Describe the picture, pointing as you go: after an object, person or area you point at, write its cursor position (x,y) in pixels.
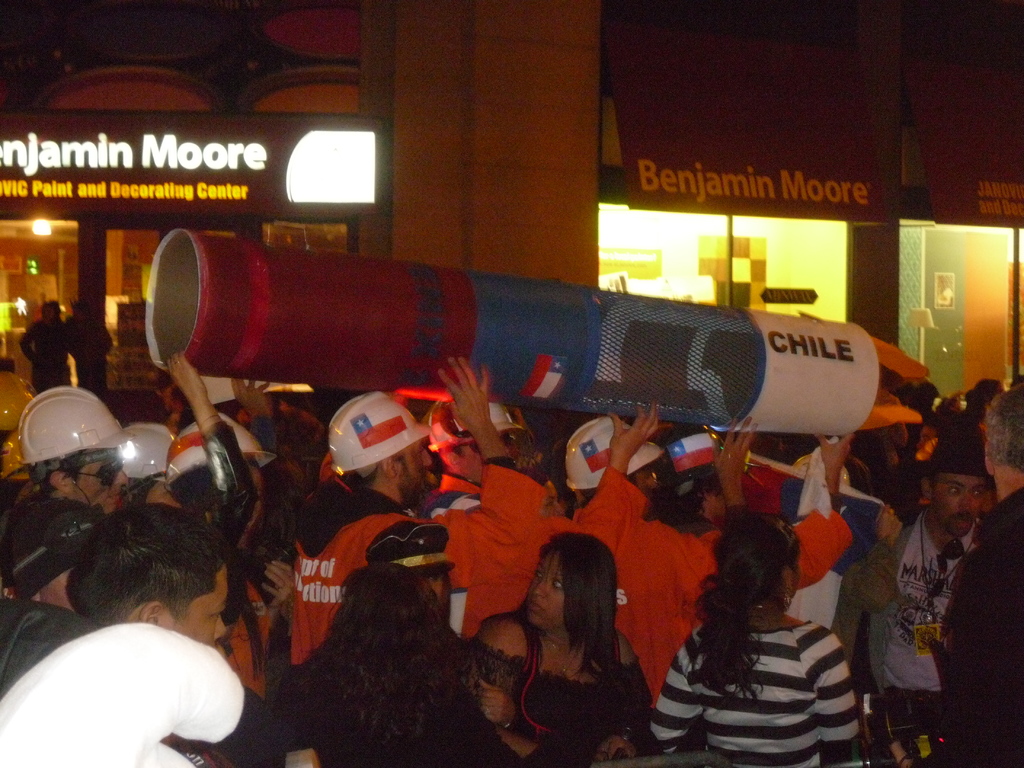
In the foreground of the picture (377,467) there are people (100,538), miners (337,435) and an object (394,360). In the background (409,215) there are buildings (423,170), light (40,229), people (51,331) and other objects (357,50).
